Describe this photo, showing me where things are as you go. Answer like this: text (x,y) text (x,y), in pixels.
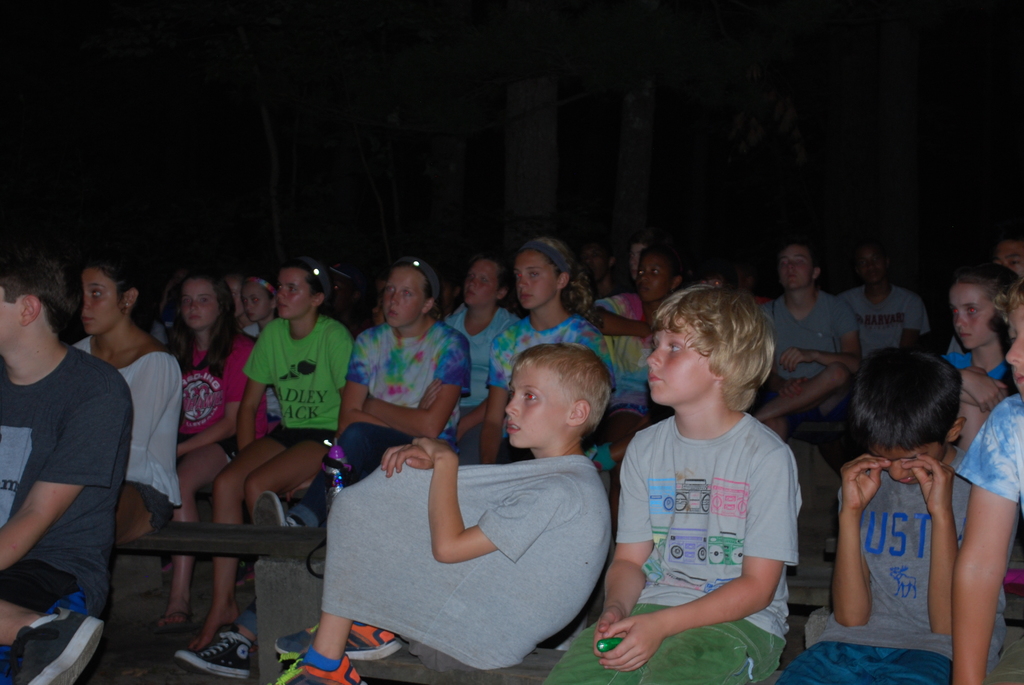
Here in this picture we can see a group of children (499,437) and people (252,468) sitting on benches (180,542) and watching something.
